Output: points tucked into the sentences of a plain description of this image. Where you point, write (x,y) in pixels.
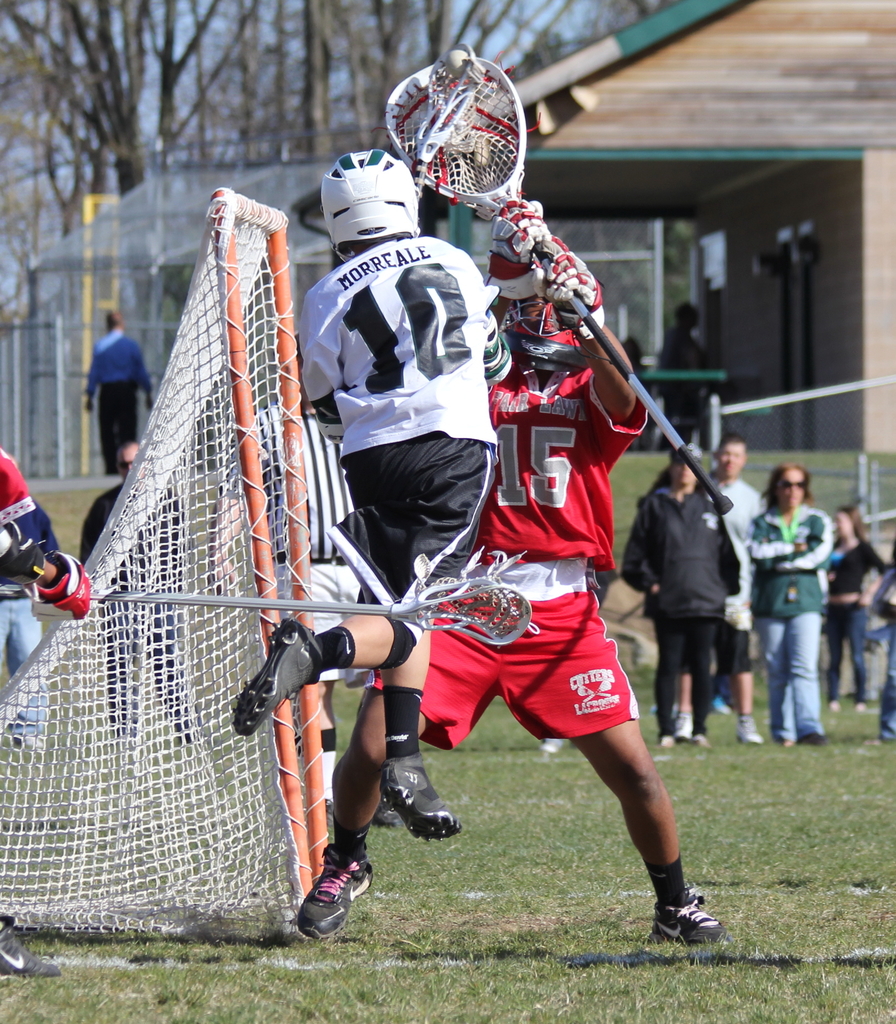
In this image we can see this person (524,682) wearing red dress (567,619) and helmet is holding a bat (542,251) and standing. Here we can see another person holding racket (417,592) and this person (432,582) wearing white color T-shirt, helmet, shoes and socks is in the air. The background of the image (246,51) is blurred, where we can see a few people (736,672) are standing on the ground (341,717), we can see house (829,60) and trees (23,302).
